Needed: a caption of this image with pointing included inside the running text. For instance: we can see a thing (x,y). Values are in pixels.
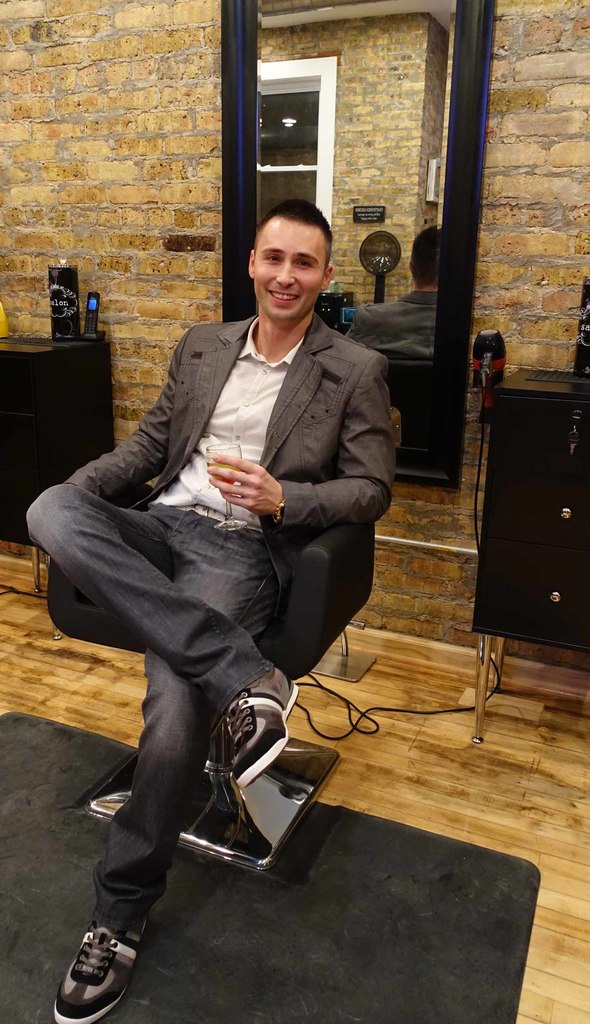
In this a man (239,399) is sitting on a chair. At the bottom of the image (420,858) there is a floor (523,805) with mat (416,846). In the right side of the image (548,466) there is a cupboard (557,482). At the background (464,421) there is a wall (21,237) with a big mirror (363,303) on it.
